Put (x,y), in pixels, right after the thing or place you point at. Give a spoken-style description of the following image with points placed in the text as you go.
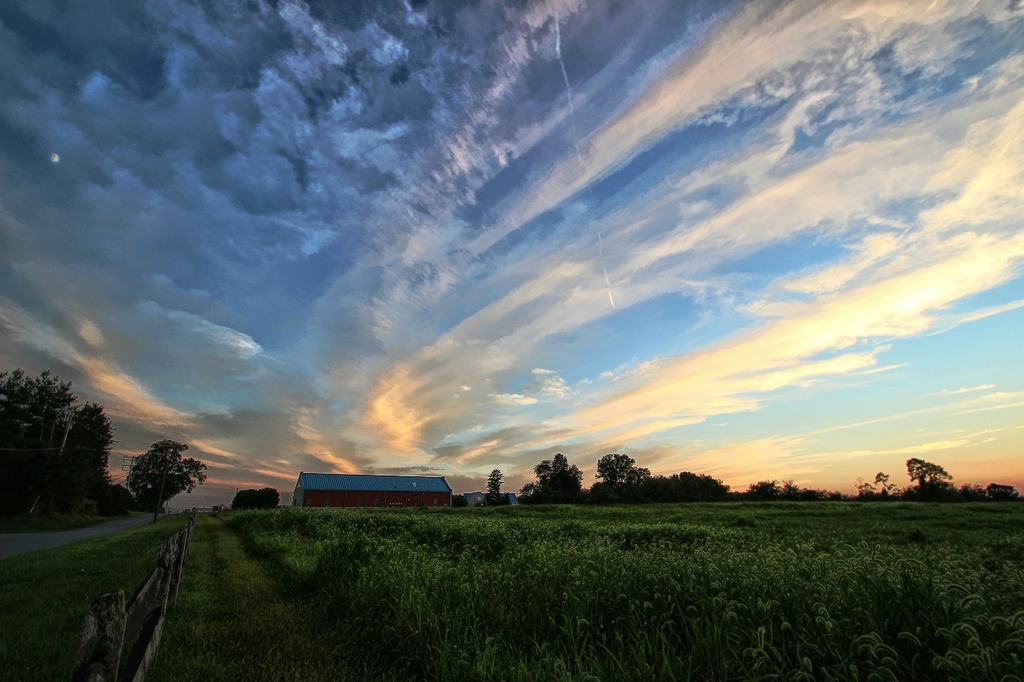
In this picture there is a green grass (608,584) and there is a wooden fence (172,577) in the left corner (108,617) and there is a house (436,496) and trees (89,436) in the background (801,478) and the sky (355,358) is a bit cloudy.
